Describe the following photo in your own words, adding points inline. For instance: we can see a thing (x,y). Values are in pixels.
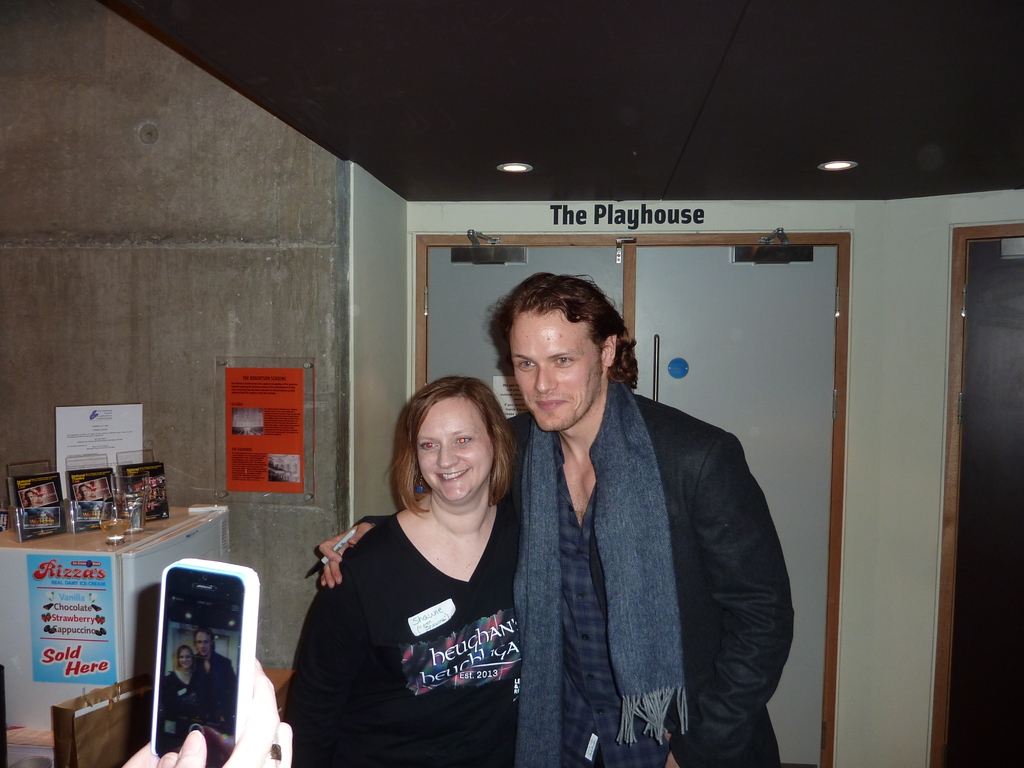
In the image there is a man (525,544) and woman (486,570), both are posing for the photo and in the front (286,749) some person (190,757) is taking the photograph in the mobile (226,727). To the left (29,552) there is a refrigerator (117,583) and above the refrigerator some items (130,498) are kept and in the background (493,267) there is a door (1017,745).
